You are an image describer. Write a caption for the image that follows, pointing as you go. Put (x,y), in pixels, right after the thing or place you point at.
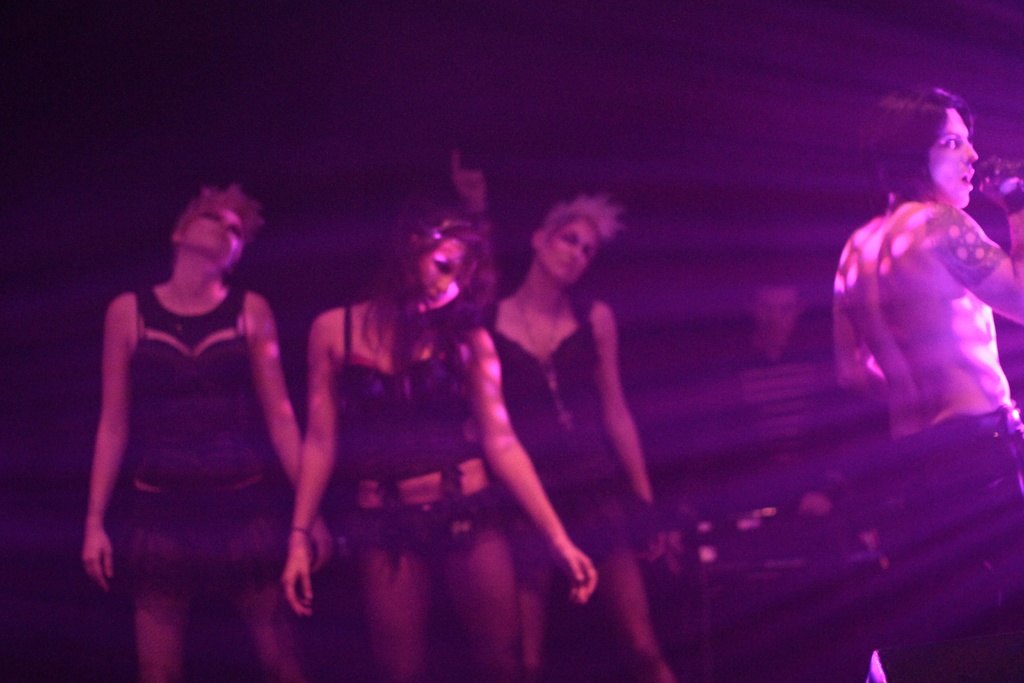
This image is taken in a concert. In this image the background (792,370) is dark and there is a person (779,405). In the middle of the image (380,306) three women (482,345) are standing and performing. On the right side of the image (921,310) a man (936,339) is standing and singing.
